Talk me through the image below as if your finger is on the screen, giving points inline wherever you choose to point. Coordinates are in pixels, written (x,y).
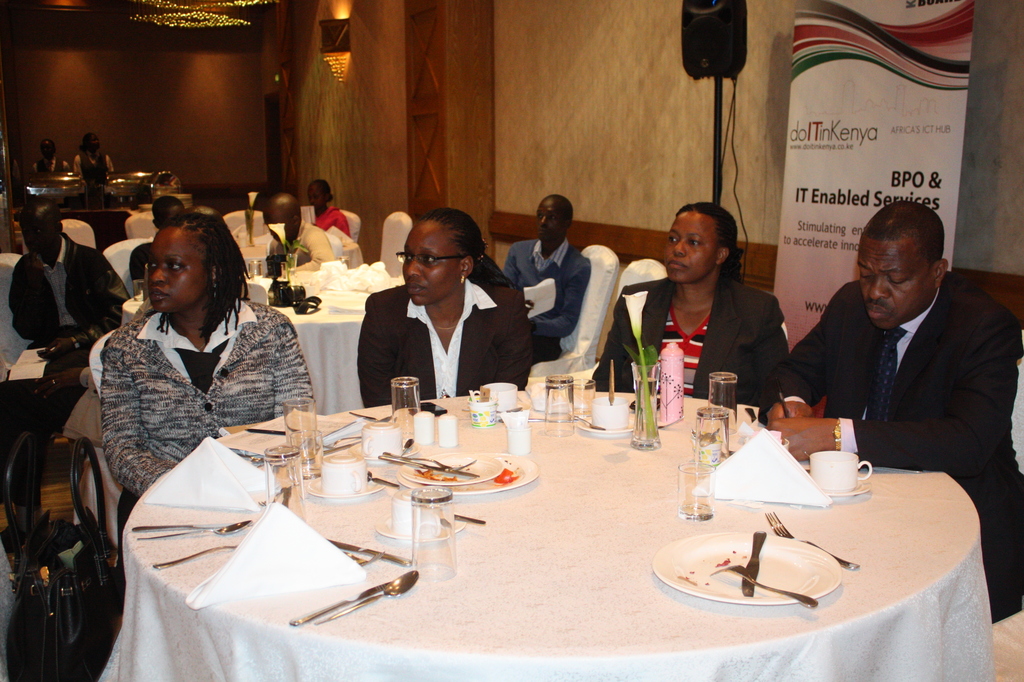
This is a picture. In this picture there are group of people (401,321) sitting on a chair (591,341). In front of them there is a table (561,529), the table (641,602) is covered with a white cloth (505,663) On the table (557,589) there is plate (687,582), spoon (390,591), fork (771,523) and a knife (756,578) and also there is a glass (680,484) and white tea cup (834,478) and flower pot (644,354) and background of them there is a banner (826,180) and a speaker (701,22) and a wall (709,116).
